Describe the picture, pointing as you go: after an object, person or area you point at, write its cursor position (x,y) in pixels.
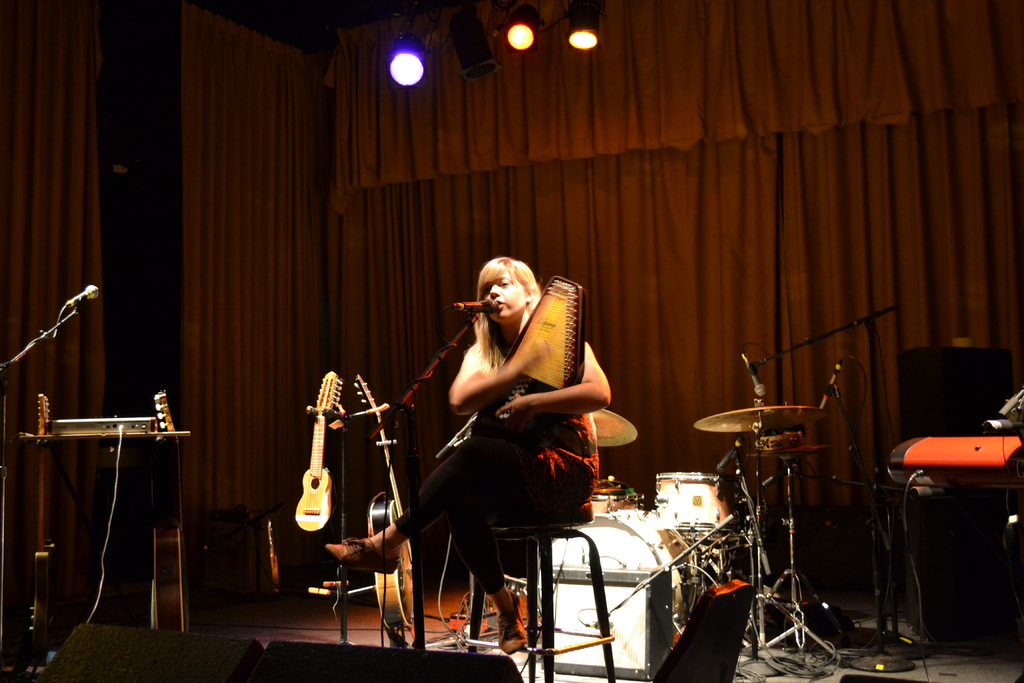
In this image I can see a person (522,485) sitting in-front of the mic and holding the musical instrument (529,382). In the background (484,206) there is a curtain (533,115) and the lights (408,68).
